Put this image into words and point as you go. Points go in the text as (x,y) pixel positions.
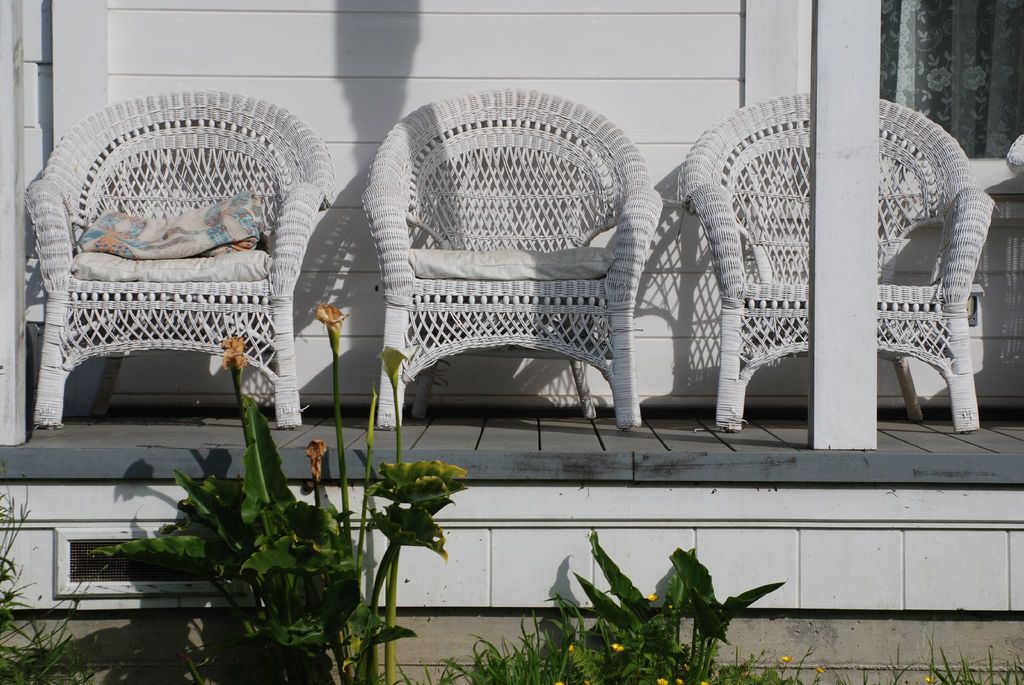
In the image there are chairs (397,275). There are cushions (162,275) on it. To the below there are plants (662,651). In the background (487,532) there is wall (364,56) and curtain (923,75).
